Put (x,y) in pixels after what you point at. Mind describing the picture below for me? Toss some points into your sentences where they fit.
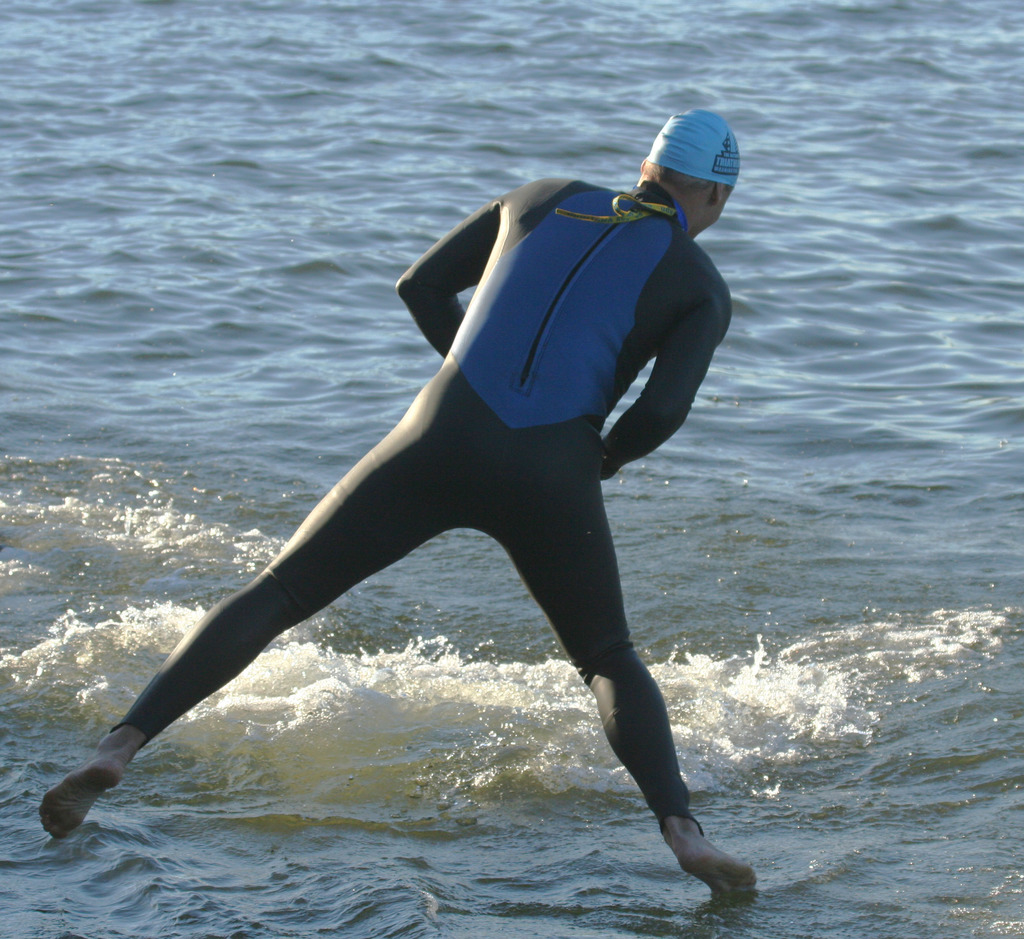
In this image I can see there is a person (609,372) jumping into the sea (483,615), this person (469,490) wore black and blue color dress (560,415).
